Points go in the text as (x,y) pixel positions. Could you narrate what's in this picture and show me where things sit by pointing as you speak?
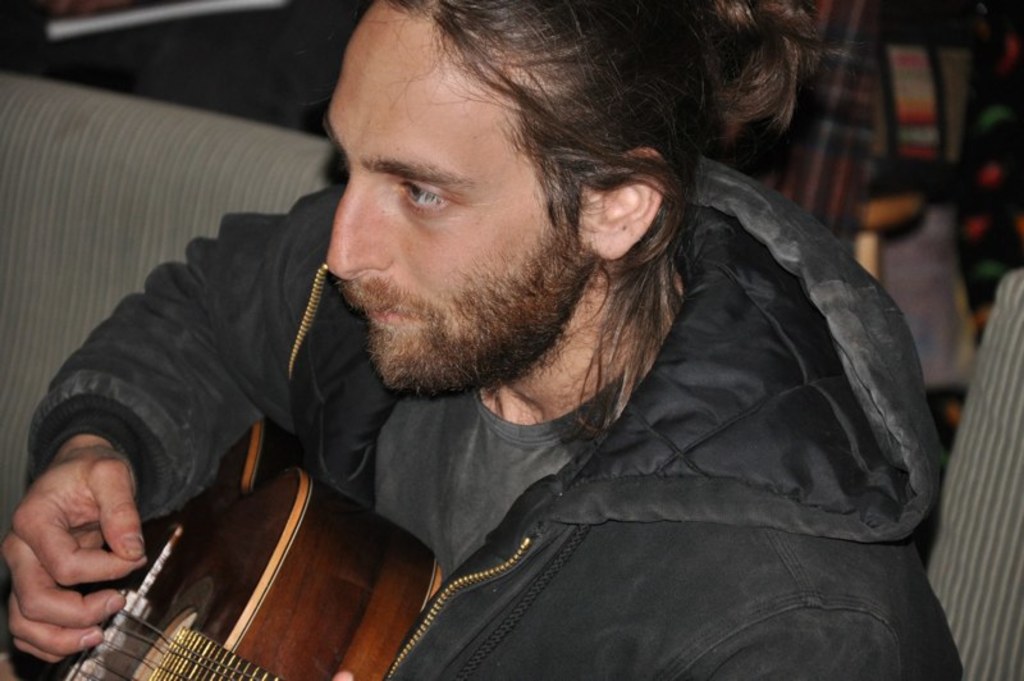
In this image there is a person (682,515) wearing black color jacket (656,512) playing guitar (206,525).
